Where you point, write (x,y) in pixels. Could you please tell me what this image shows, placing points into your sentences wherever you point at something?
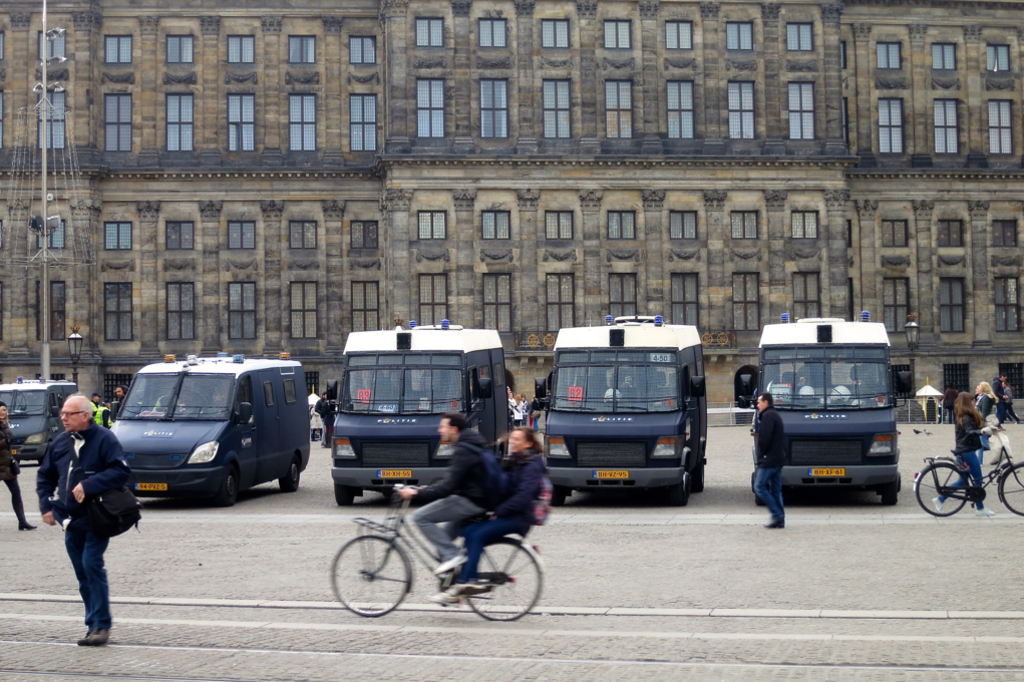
In this image we can see persons (87,521) standing on the road (251,550), persons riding bicycles (529,576), motor vehicles (495,431), buildings (459,178), street poles (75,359), street lights (75,362), parasols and windows (109,319).
